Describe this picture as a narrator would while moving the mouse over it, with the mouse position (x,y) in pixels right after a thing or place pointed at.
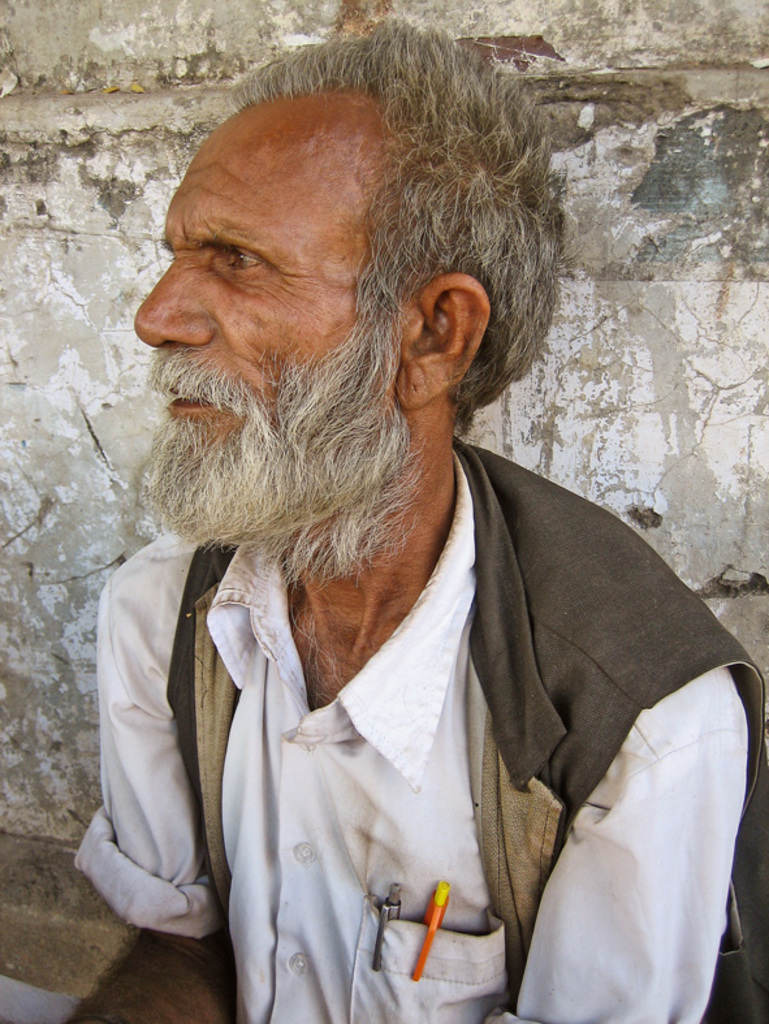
In this image there is an old man (363,488), he is wearing white color shirt (360,779), grey color coat (537,592), in the background (583,35) there is a wall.
